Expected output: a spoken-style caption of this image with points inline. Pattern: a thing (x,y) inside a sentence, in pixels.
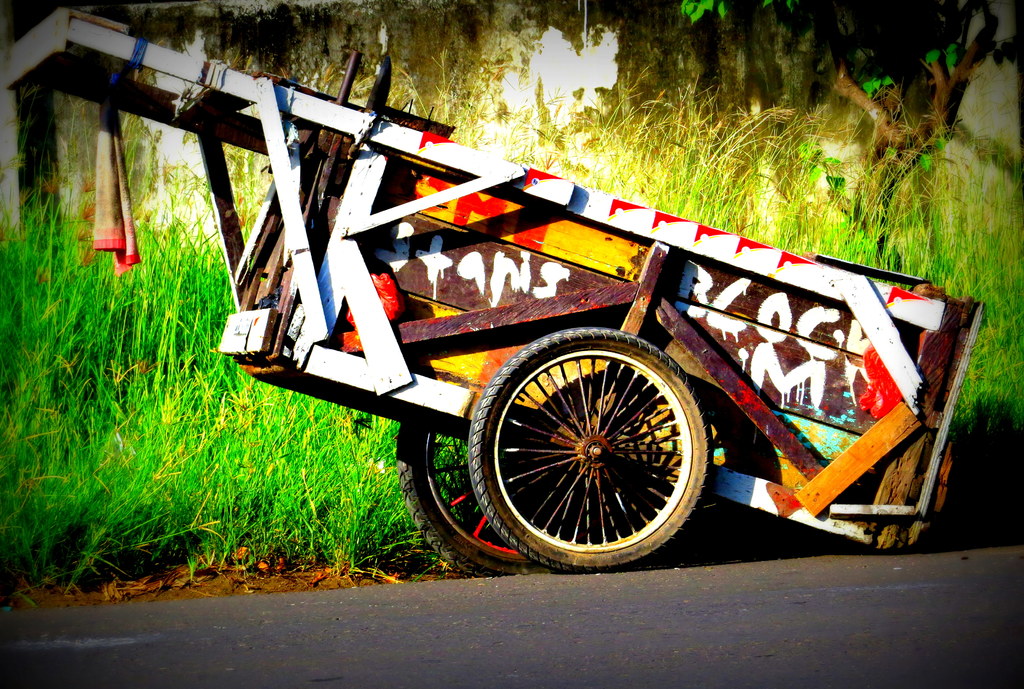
In this image in the center (473,362) there is one vehicle (408,292), on the vehicle (418,283) there is painting (437,253) and text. At the bottom (386,589) there is road (799,577), and in the background (39,370) there are some trees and grass (277,484).
